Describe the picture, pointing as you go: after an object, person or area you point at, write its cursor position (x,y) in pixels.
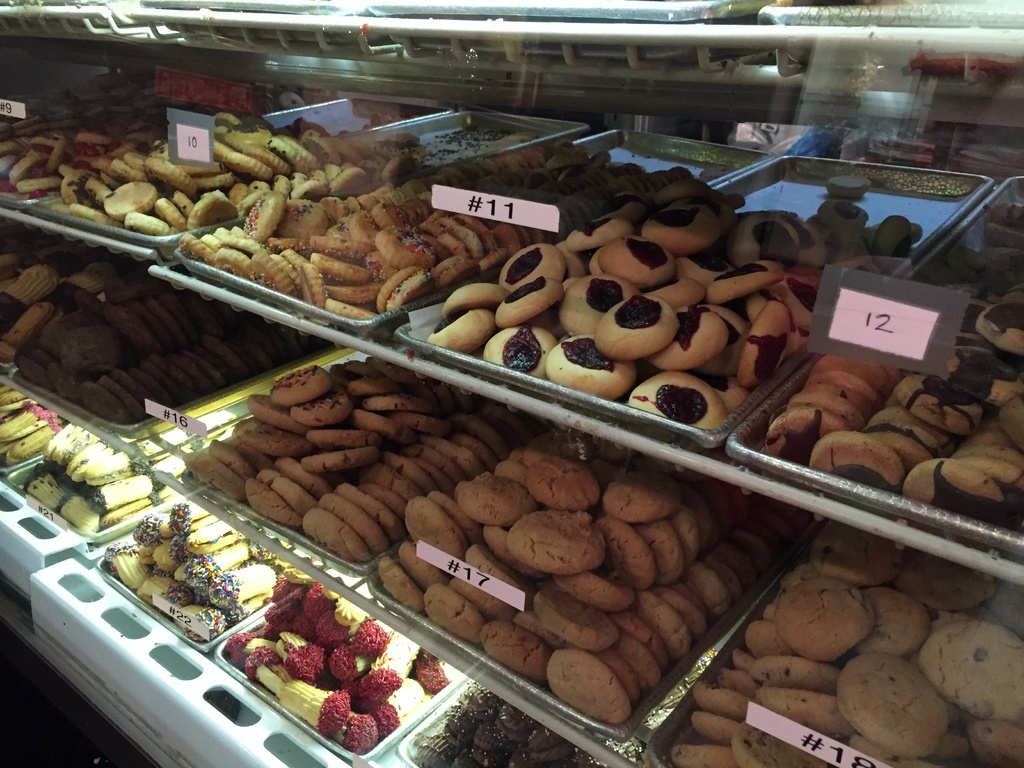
In this image we can see trays (806,467) on racks (231,667). On the trays (655,689) there are snacks (1005,471). Also there are tags (425,552).
